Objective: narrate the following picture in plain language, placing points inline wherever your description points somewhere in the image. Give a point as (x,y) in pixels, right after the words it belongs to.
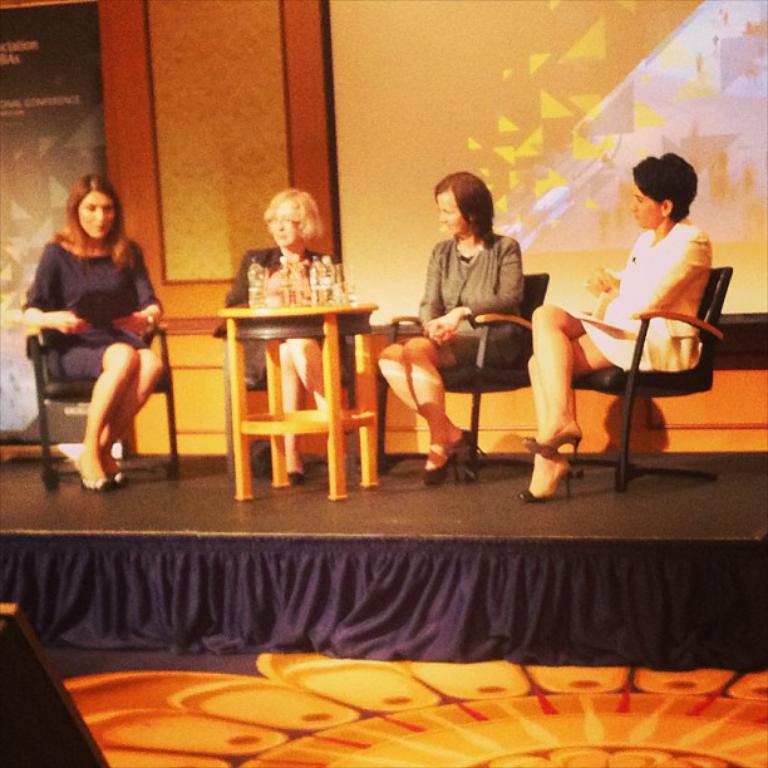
The picture is taken in a closed room (423,644) where four women (290,399) are sitting on the chairs (621,389) on the stage (457,603) and in front of them there is one small table (286,327) where bottles (290,285) are placed on it, behind them there is a screen (421,7), wall (131,150) and a poster (23,47). At the left corner (63,256) woman (113,293) is wearing a purple dress (97,284) and right corner (675,343) woman (625,323) is wearing a white dress (655,342).
